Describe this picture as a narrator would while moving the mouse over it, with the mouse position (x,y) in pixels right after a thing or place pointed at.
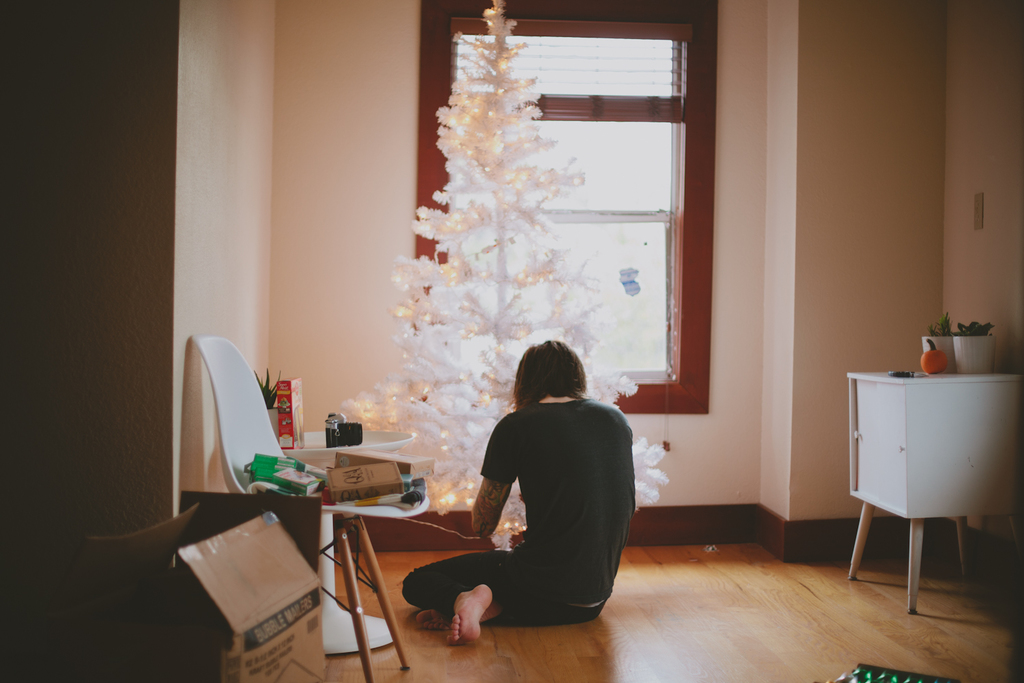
In this image I can see a person (455,638) is sitting on floor (407,614). I can also see a Christmas tree (483,266), a chair (250,448) and few boxes (262,515).
